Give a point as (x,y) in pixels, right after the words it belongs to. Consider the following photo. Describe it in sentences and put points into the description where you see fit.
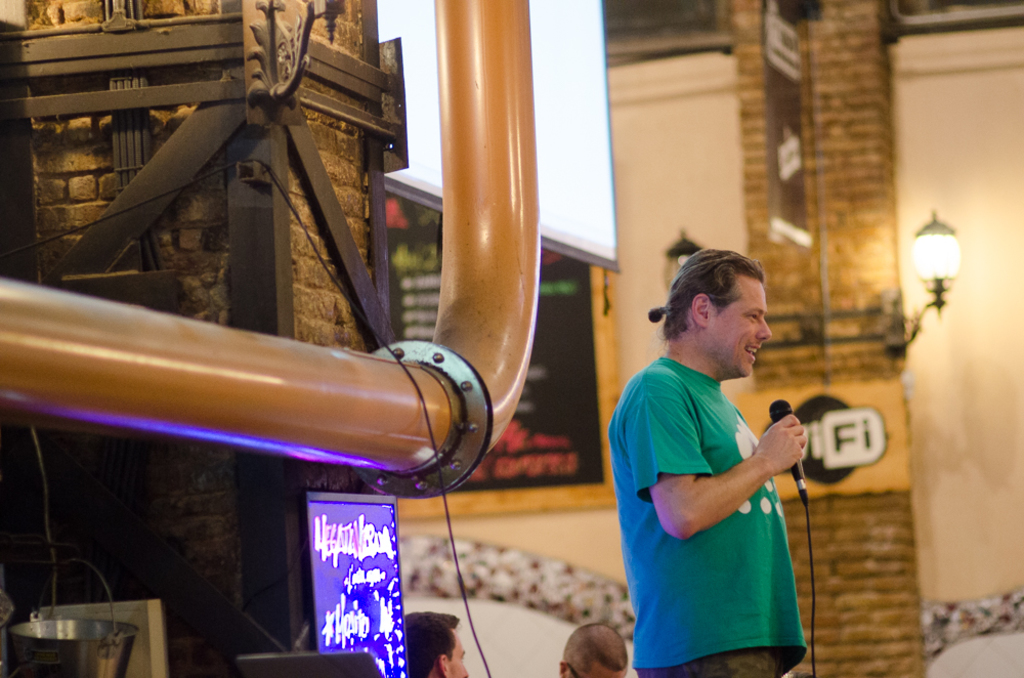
Here I can see a man (740,416) standing facing towards right side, holding a mike (800,465) in the hand (785,425) and speaking. At the back of him there are two persons (433,635). On the left side (202,268) there is a pillar (197,217) with some metal rods (240,123) and there is a pipe (387,364). In the bottom left-hand corner (72,646) there is a bucket (103,635) and few objects (270,669). Here I can see a board (356,587) which is attached to the pillar (202,513). On this board (351,582) there is some text (336,537). In the background (685,226) there is a building (751,187). At the top of the image (575,88) I can see a screen (581,156). On the right side (949,269) there is a lamp (931,240) attached to the pillar (862,201).
